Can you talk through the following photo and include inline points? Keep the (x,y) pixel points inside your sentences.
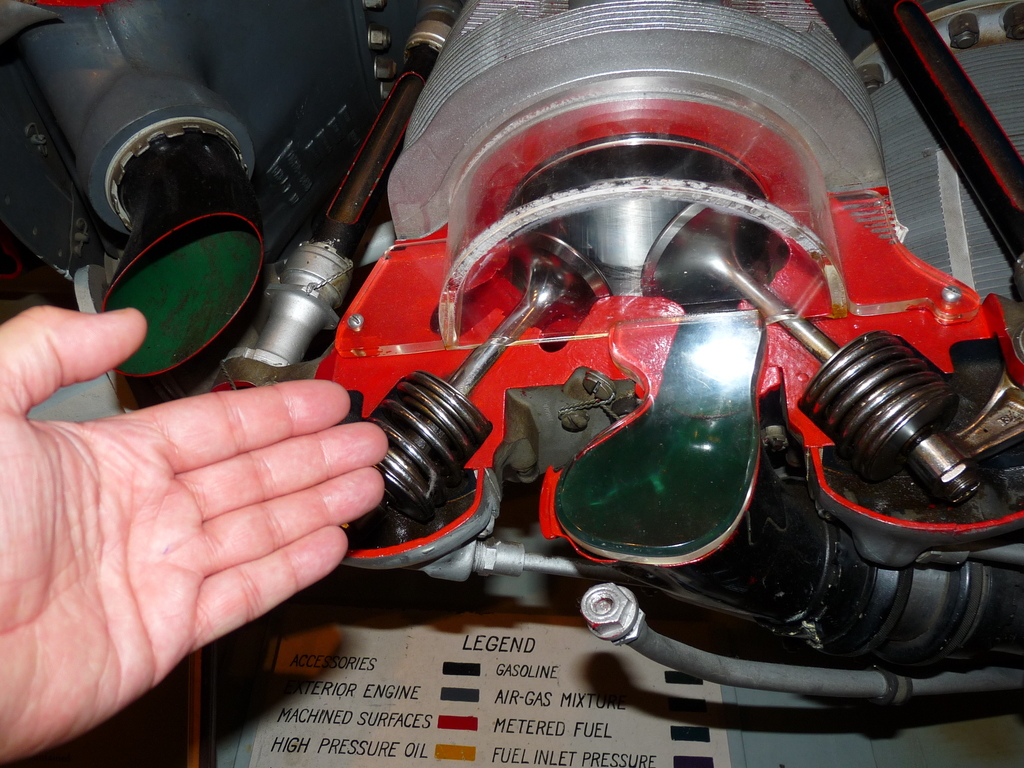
In this image in the center (629,292) there is an engine (377,312), and there is one persons hand (175,548).
